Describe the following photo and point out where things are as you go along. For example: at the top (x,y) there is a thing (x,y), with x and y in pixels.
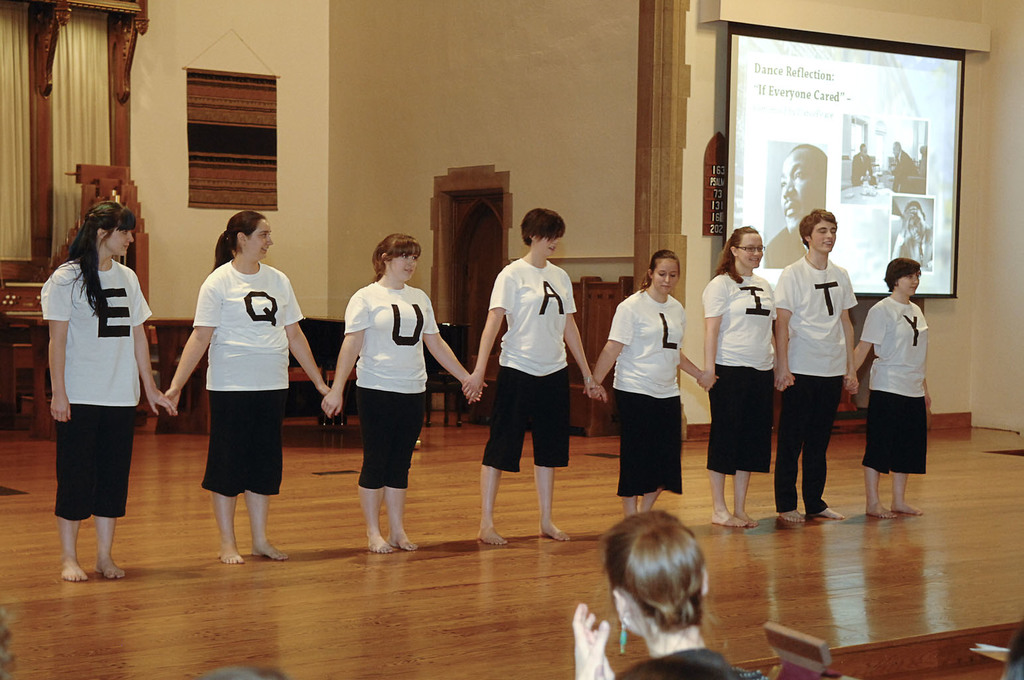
In this image we can see a group of people (818,420) are standing on the ground (579,543). In the foreground (675,676) we can see a person (676,641). In the background (937,177), we can see a screen (816,178), window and some curtains (64,143).
